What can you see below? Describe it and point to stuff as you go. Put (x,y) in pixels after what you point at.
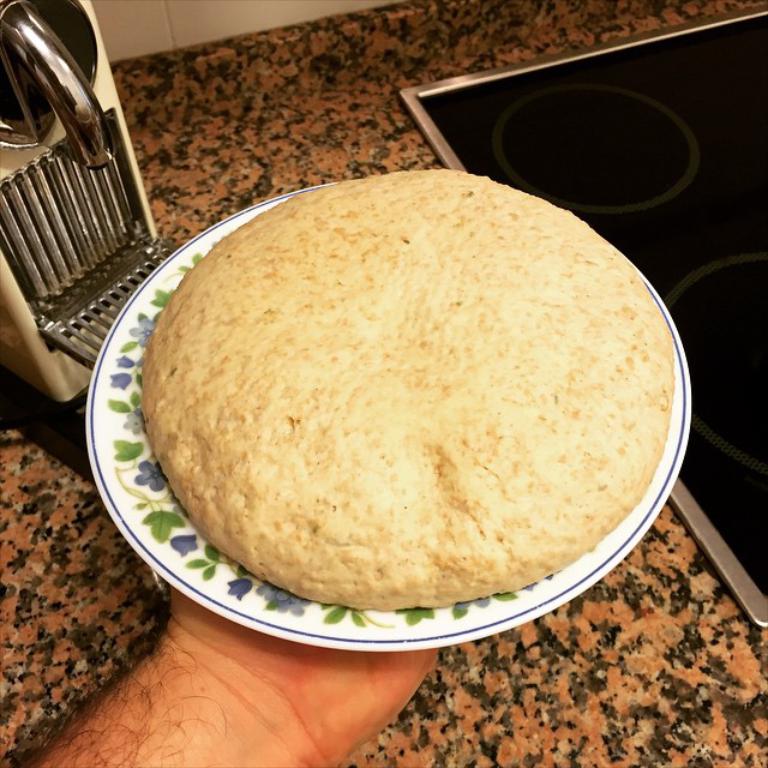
In this image I can see a human hand (271,674) holding a plate (231,601) and in the plate (283,607) I can see a food item (489,347) which is cream and brown in color. I can see the counter top (648,668) of the kitchen (652,689), a electric stove (766,414), the wall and a metal object (109,198).
